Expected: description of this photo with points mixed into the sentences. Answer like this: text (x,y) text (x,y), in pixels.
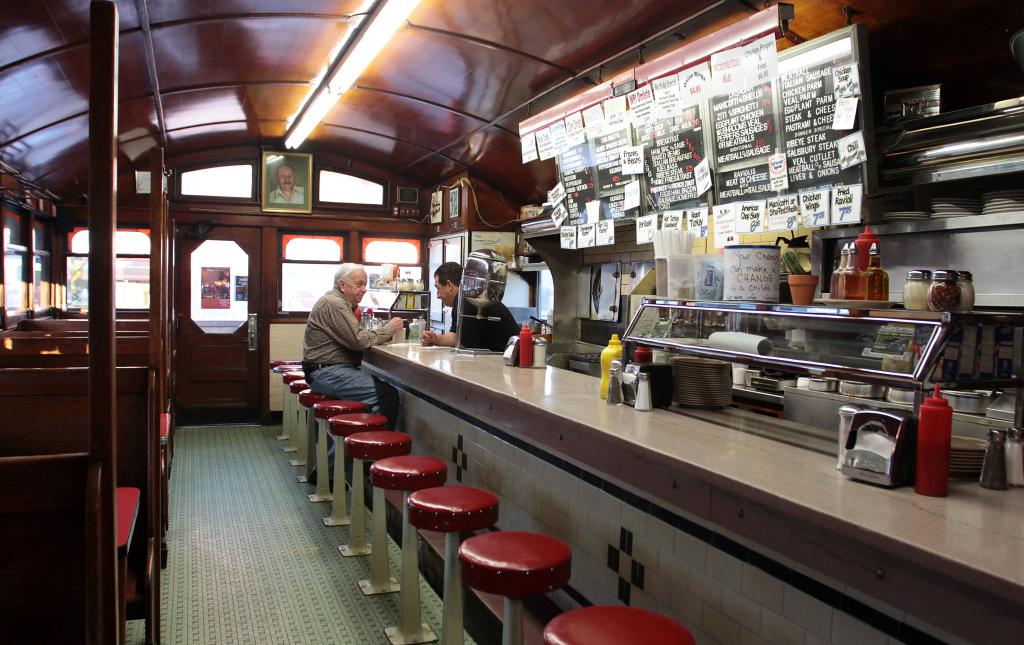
In this image, I can see a person (349,342) is sitting on a stool (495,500) in front of a cabinet (687,437) on which I can see bottles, houseplant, jars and some objects (652,386). In the background (519,184), I can see boards (666,181), photo frame (278,176) on a wall (241,215), windows (320,181), benches (21,549), a person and lights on a rooftop (430,138). This image is taken, maybe in a restaurant (388,423).
